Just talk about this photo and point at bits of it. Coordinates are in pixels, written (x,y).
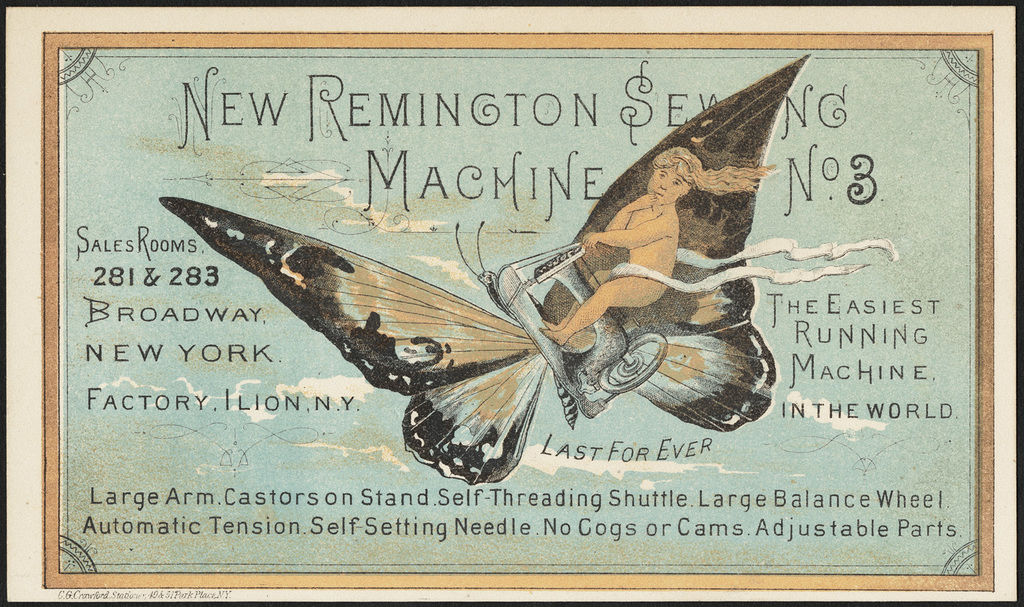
In this picture there is a poster (185,115). In the center (406,355) there is a picture of a butterfly (392,337) flying. On it's back (568,313) there is a person (631,265) sitting on the sewing machine (578,289). Around the picture (482,340) there is the text (786,304).
